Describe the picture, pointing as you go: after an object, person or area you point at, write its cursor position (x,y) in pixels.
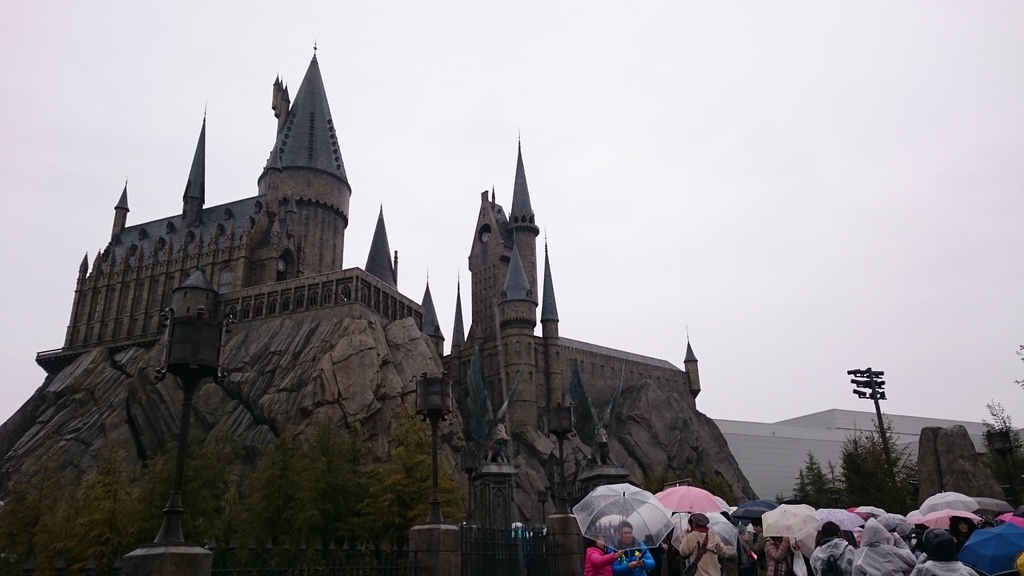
In the image we can see a castle building (290,298) constructed on stones (255,416). Here we can see there are people (834,525) wearing clothes (761,555), we can even see there are many umbrellas (720,525). Here we can see light poles (434,435), trees (323,524) and a sky (641,296).
